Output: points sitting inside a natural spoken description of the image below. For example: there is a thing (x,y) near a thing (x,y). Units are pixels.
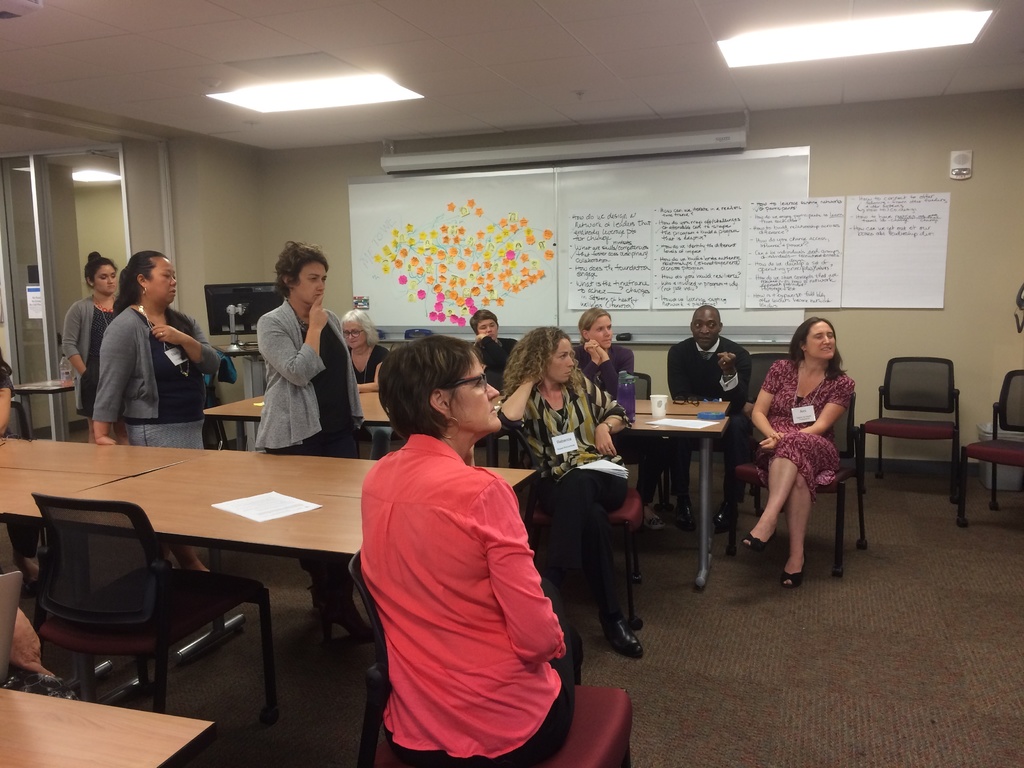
In this image I can see few people (562,481) are sitting on the chairs (857,477) and few are standing. I can see papers (663,421), cup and bottle (627,405) on the brown table (269,463). I can see boards (514,205) and papers (790,244) are attached to the cream wall (899,137). Top I can see lights (245,96).
